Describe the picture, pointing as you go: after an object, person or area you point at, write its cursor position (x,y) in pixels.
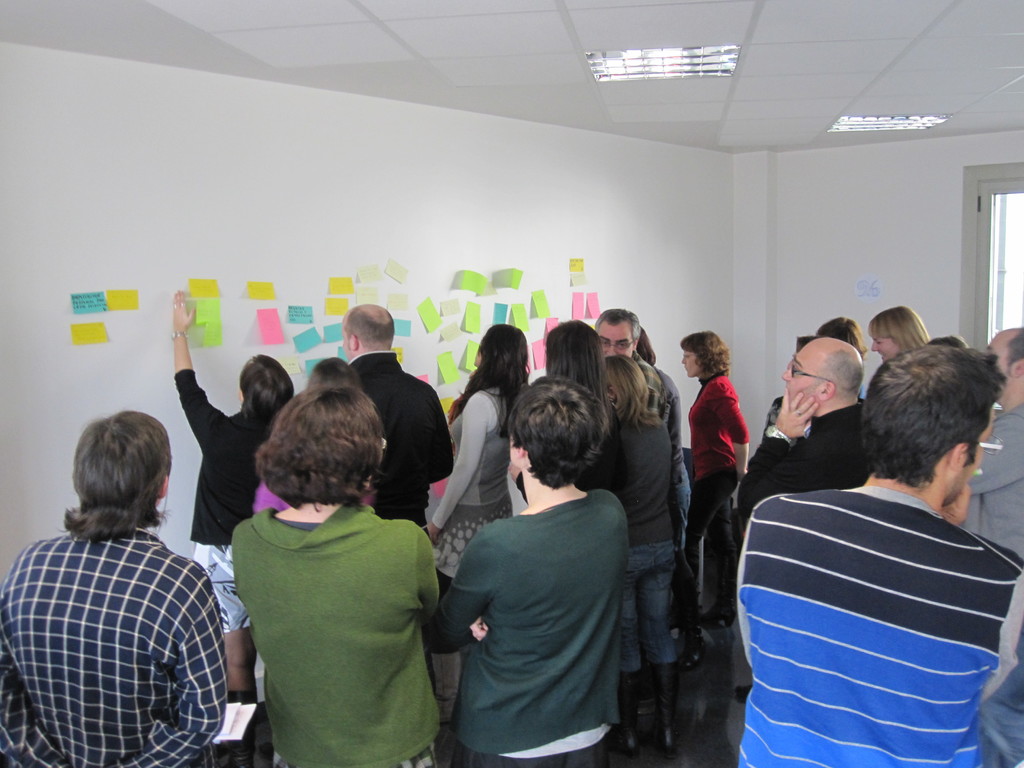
This is an inside view of a room (743,699). Here I can see few people (360,568) standing facing towards the back side (342,610). In the background (339,325) there is a wall (337,227) on which few papers (212,306) are attached. On the right side (1002,257) there is a window (993,268). At the top of the image (668,71) there are two lights (726,67) to the roof (900,33).
